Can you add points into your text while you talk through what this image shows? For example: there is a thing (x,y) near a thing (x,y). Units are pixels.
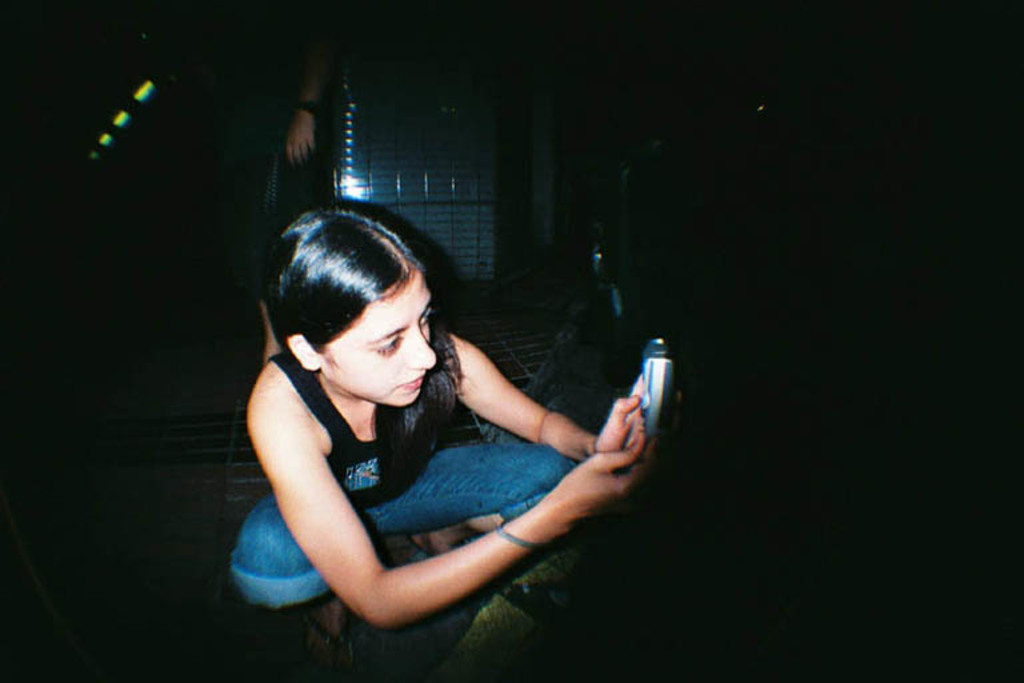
In the center of the image (349,341) we can see a lady (425,417) is sitting on her knees (502,492) and holding a mobile (662,416). In the background of the image (257,178) we can see the person (306,82), person hand (298,144) and object (487,133). On the right side (967,426) the image is dark.
